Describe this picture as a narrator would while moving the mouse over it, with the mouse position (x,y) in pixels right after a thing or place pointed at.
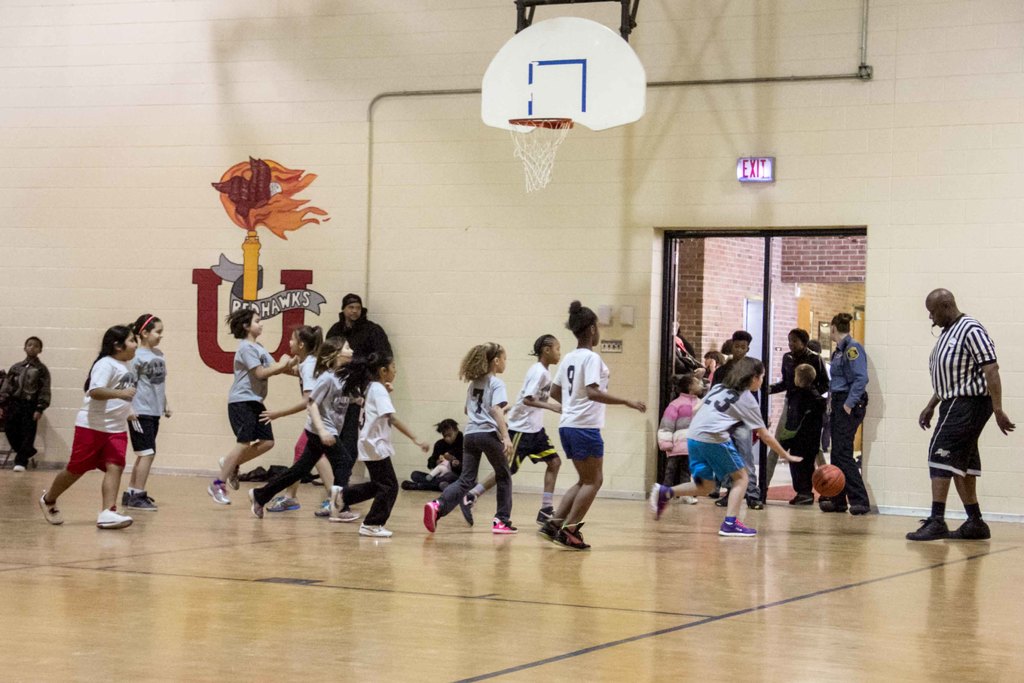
It is a basketball court (833,550), the kids (732,446) are playing the basketball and in front of the kids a man (948,385) is standing and blowing a whistle (931,332) and in the right side of the room (644,389) there is an exit board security guard (846,347) is standing in front of the door (823,342).
